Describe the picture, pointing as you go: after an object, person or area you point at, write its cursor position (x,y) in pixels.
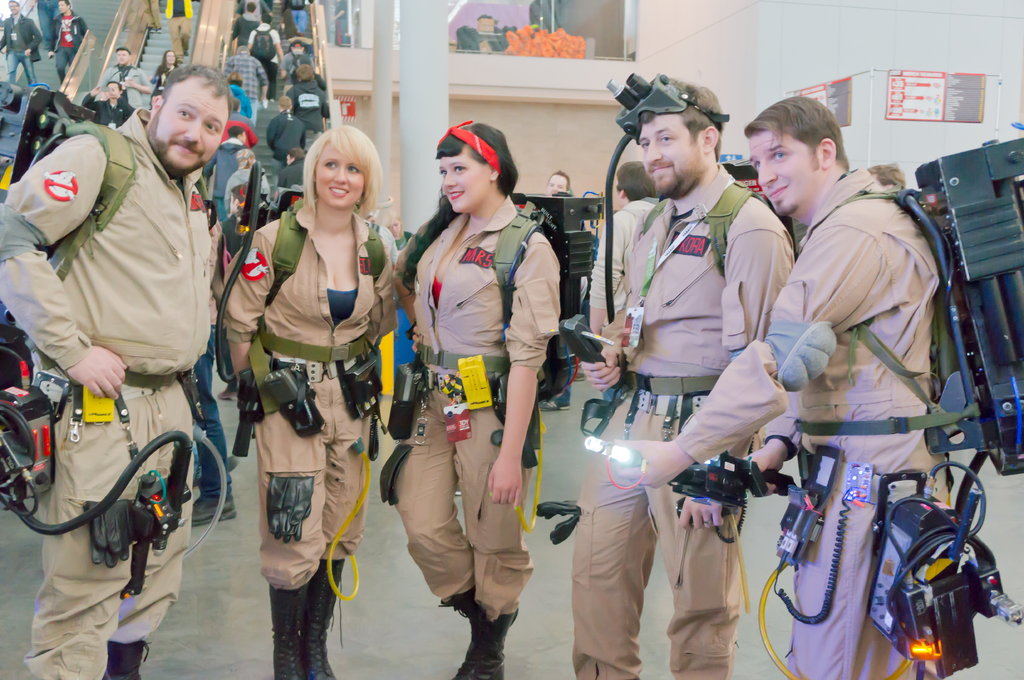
In the foreground of this image (435,433), there are three men (775,455) and two women (415,445) standing and they are wearing ghostbusters costume (470,448). In the background (381,206), there are people (257,43) on the escalator (194,43) and few are on the floor (240,508). We can also see pillar (418,104) and few posters (892,101).
